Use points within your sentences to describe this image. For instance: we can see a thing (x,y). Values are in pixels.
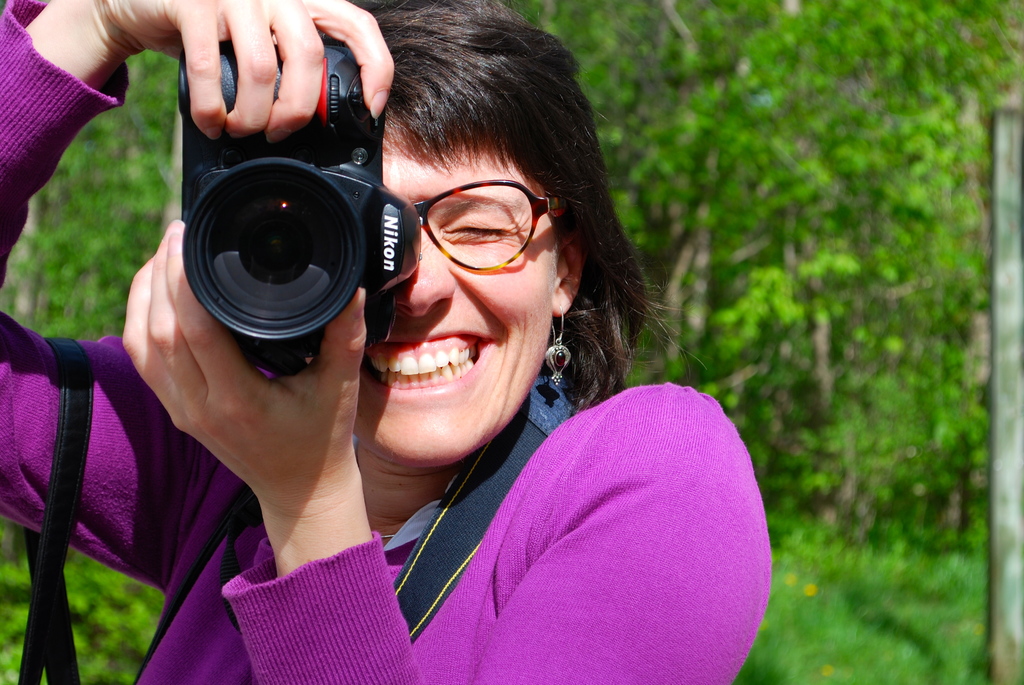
In this picture we can see a woman (474,287) who is holding a camera (308,222) with her hands (348,38). She is smiling and she has spectacles (470,200). On the background (695,384) we can see some trees (845,312).
